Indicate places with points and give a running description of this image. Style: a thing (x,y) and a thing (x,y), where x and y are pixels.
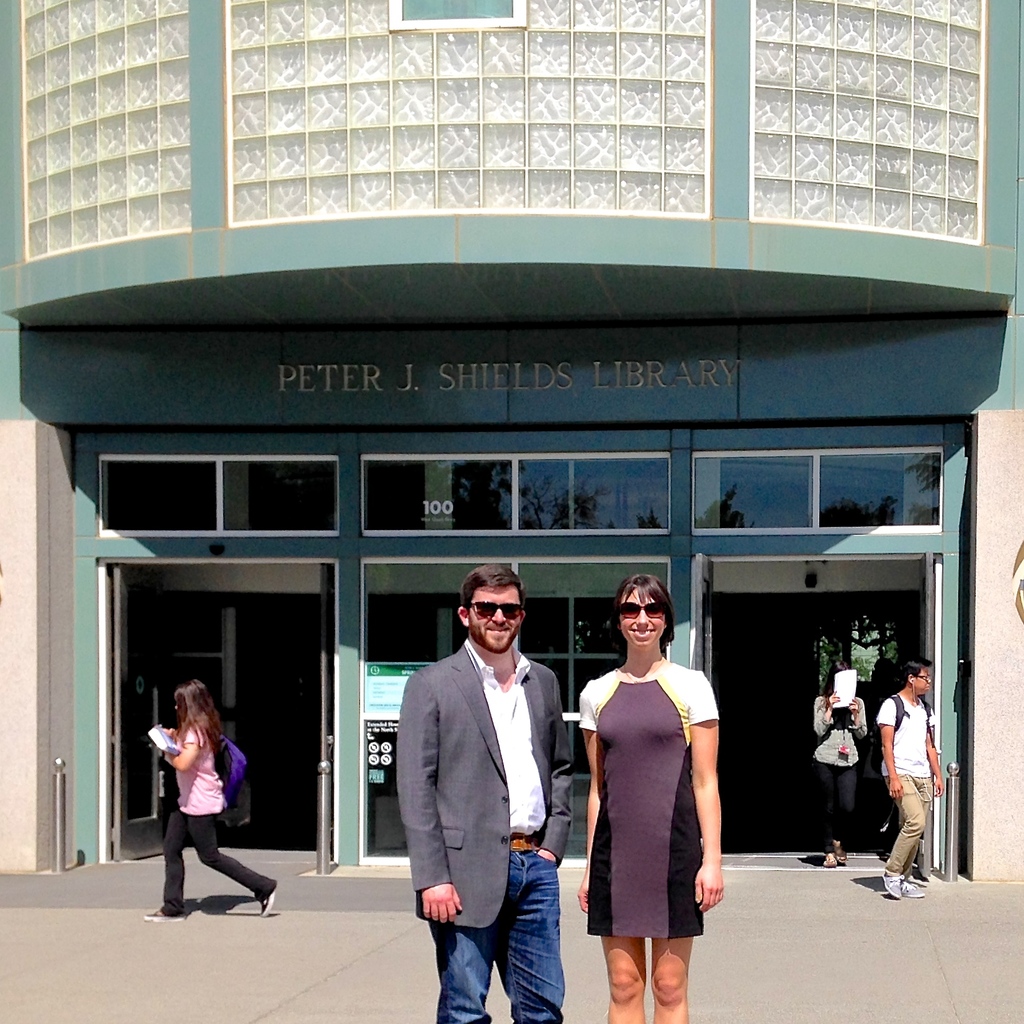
This picture is taken from outside of the building (464,389). In this image, in the middle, we can see two people (426,719) man (439,709) and woman (709,809) are standing on the land (709,1018). On the right side (915,708), we can see two people (835,830) man (903,754) wearing a backpack (903,716) and a woman (858,719) holding paper (852,693) is walking on the land (967,940). On the left side (189,825), we can see a woman (176,834) walking on the land (254,992). In the background (268,636), we can see a building (315,492), glass window (207,510), glass (837,521), door (321,617), at the bottom (790,875), we can see a land (832,920).
